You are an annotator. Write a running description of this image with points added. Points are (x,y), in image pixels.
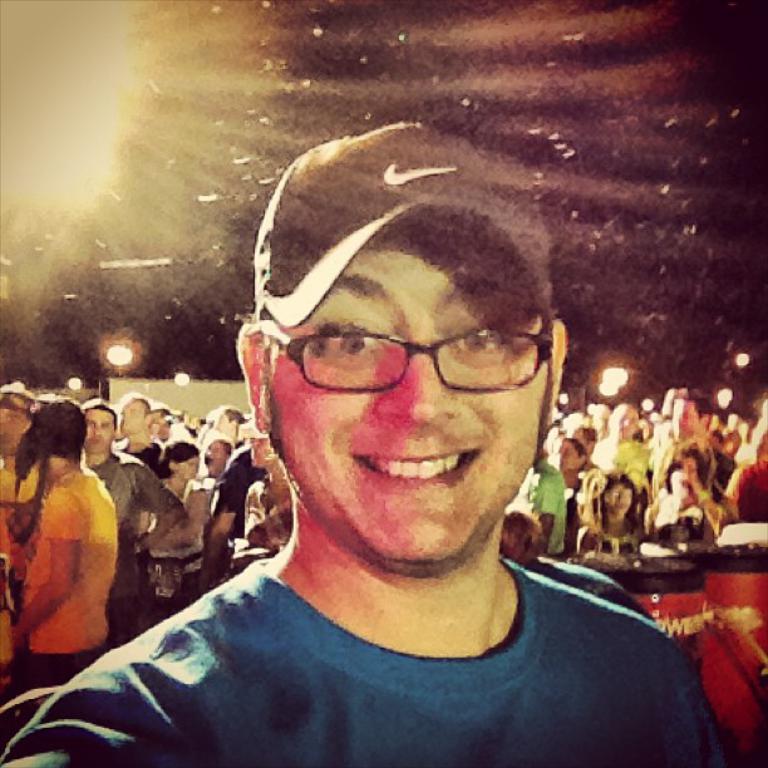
In the center of the image (404,470) we can see a man (431,473) smiling. In the background (83,551) there is crowd (547,486) and we can see lights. On the right (767,587) there are drums (689,608).
